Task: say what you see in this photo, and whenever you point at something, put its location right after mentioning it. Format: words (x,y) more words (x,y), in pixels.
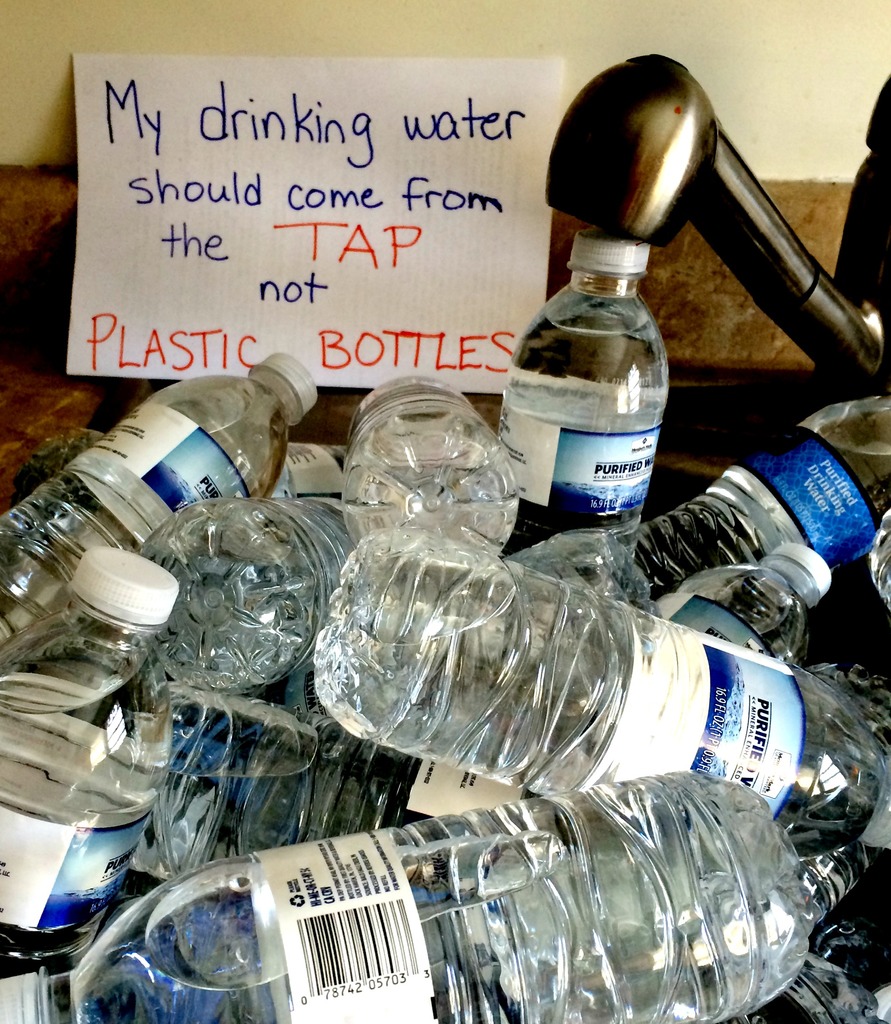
In this image we can see few water bottles (628,559) with labels (552,486). This is the card (354,257) written a note (430,199) on it.
